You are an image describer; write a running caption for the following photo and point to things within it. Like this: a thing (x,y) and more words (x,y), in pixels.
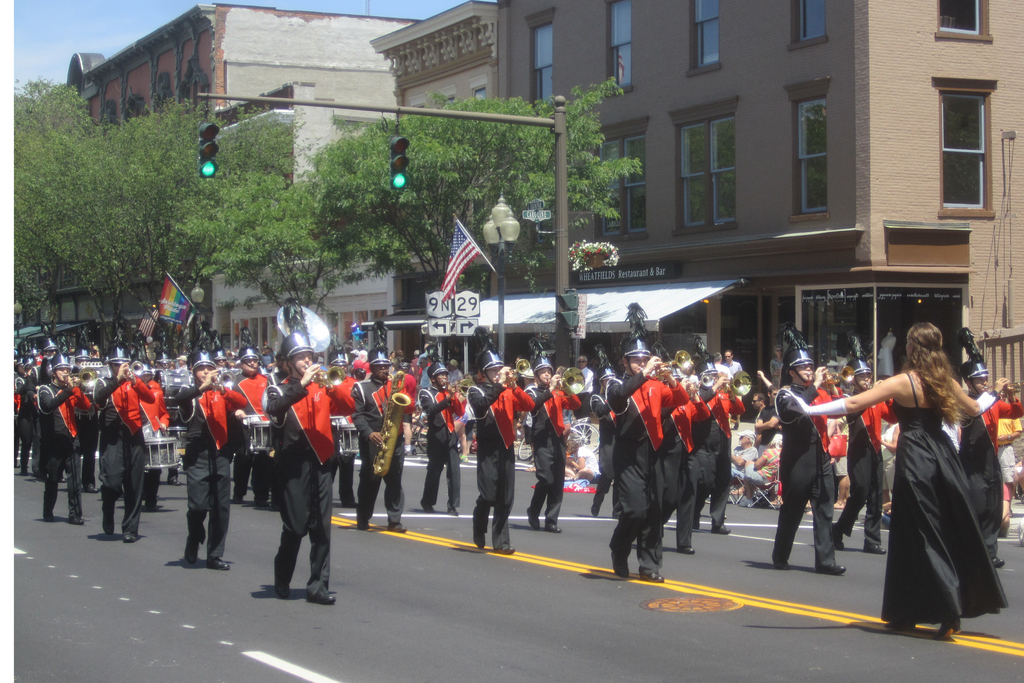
In this image, we can see some persons (710,424) wearing clothes (224,397) and playing musical instruments (396,396). There is a person (913,417) on the right side of the image (934,399) standing and wearing clothes (934,465). There are buildings (391,49) and trees (237,232) beside the road (389,579). There is a signal pole (394,137) in the middle of the image (565,322).
